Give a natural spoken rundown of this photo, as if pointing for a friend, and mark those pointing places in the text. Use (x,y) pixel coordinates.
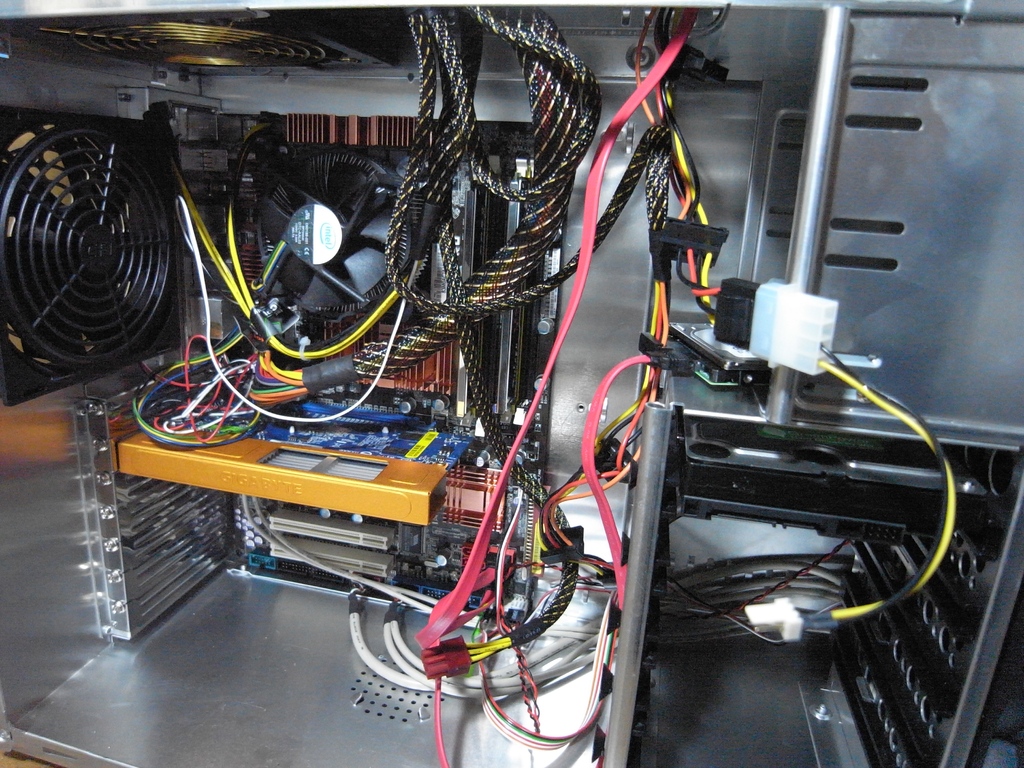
This picture might be consists of interior view of CPU (627,134) and in this we can see there are some fans (354,252), cable wires (546,251), board (313,413), some chip (424,505) visible.
